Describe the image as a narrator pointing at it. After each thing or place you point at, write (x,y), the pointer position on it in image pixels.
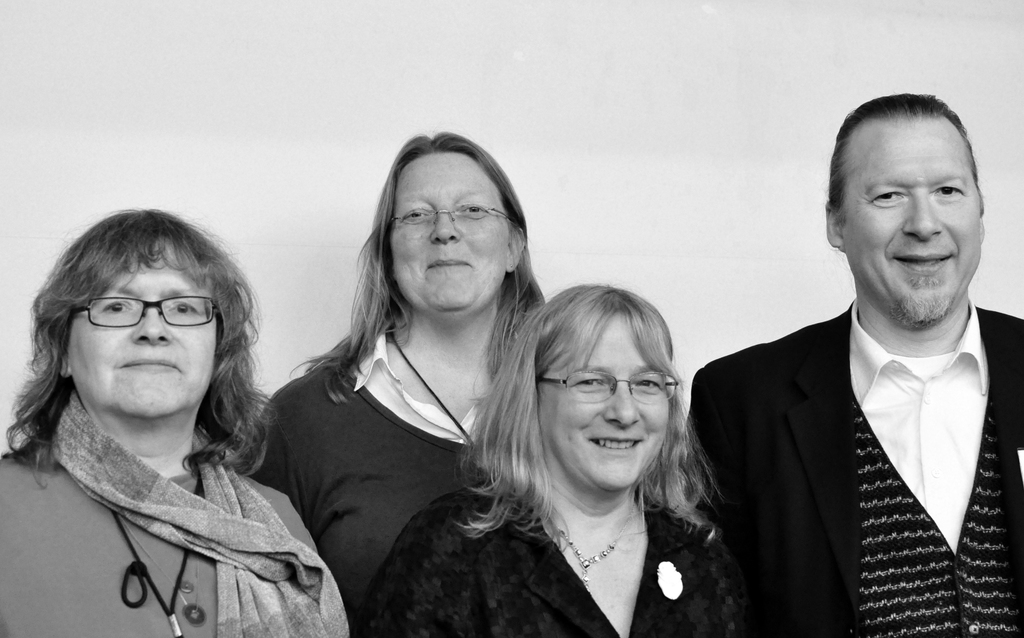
In this image I can see four people (494,481) with the dresses (364,437) and three people (363,356) with the specs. In the background (313,152) I can see the wall (318,157) and this is a black and white image.
